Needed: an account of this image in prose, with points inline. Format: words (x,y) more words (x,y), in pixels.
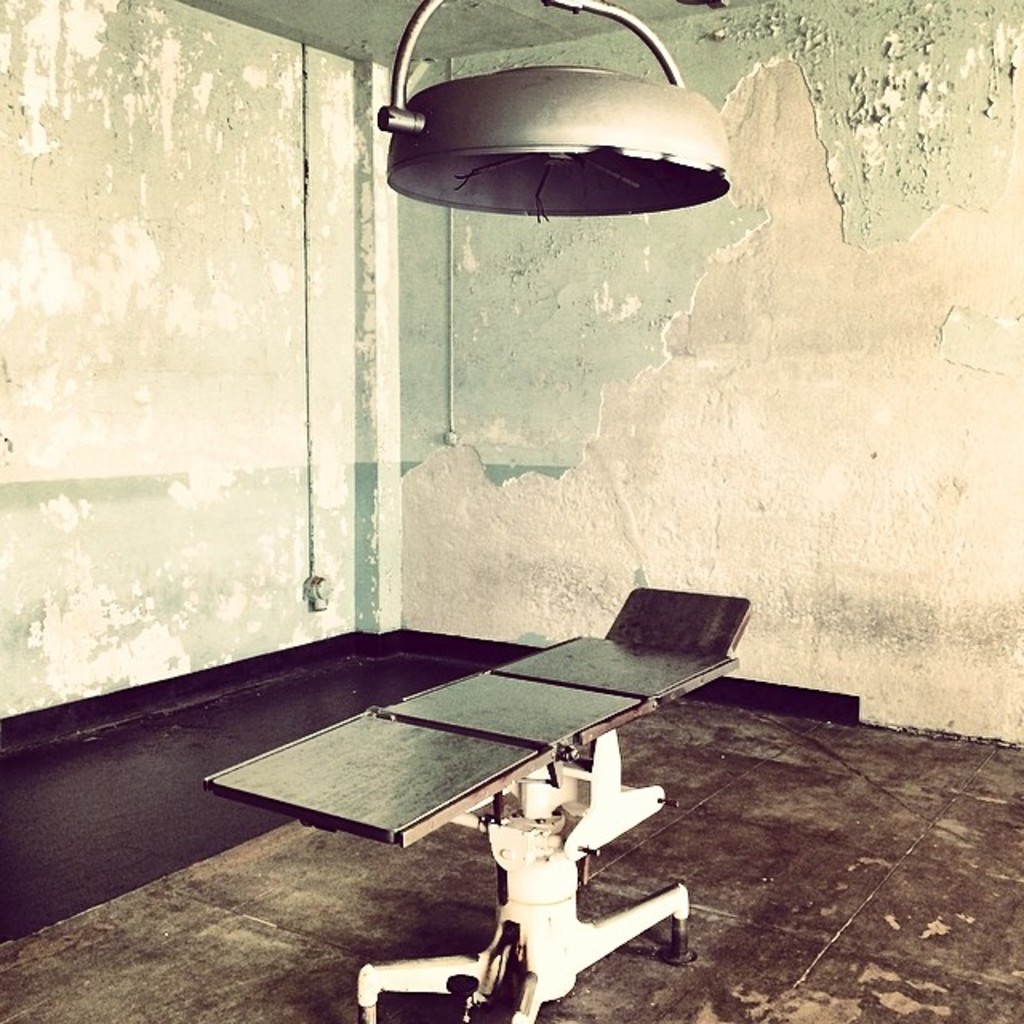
In this image we can see a table (383,811) which is placed on the floor (743,850). We can also see a light (576,174) and a wall (164,312).
